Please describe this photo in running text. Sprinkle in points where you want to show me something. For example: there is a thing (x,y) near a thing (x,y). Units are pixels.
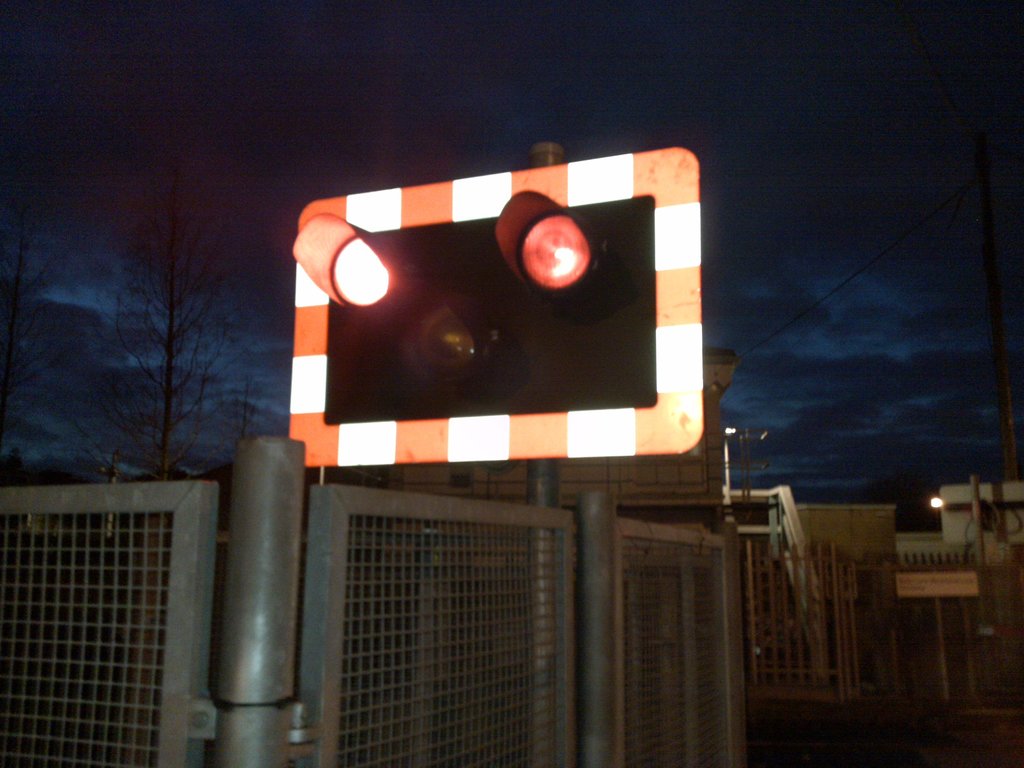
This image is taken outdoors. At the top of the image (801,249) there is the sky (793,285) with clouds (123,281). On the left side of the image (156,328) there is a tree (131,359). On the right side of the image (1001,308) there is a pole (976,546) and there is a house (963,535). In the middle of the image (440,401) there is a signal light (438,349) and there is a mesh (427,635).
